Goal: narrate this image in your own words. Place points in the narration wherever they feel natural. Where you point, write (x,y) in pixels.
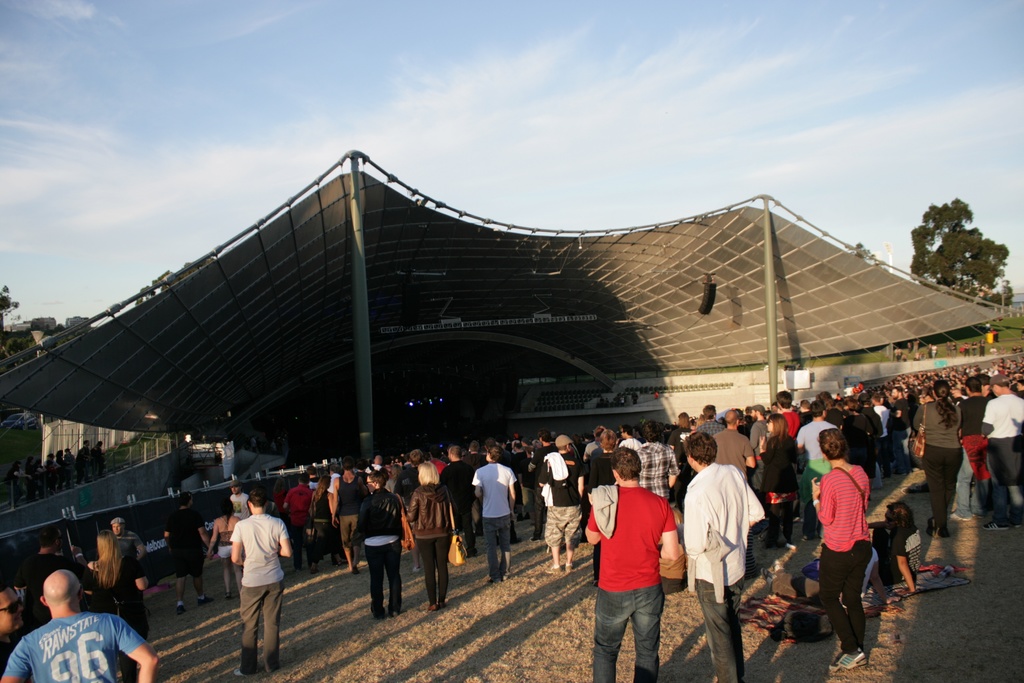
This is an outside view. At the bottom of the image (449,561) I can see a crowd of people (371,520) standing on the ground (381,657). In the middle of the image (404,404) there is a shed (494,318). On the right (952,243) and left side of the image (7,308) there are few trees (959,254). At the top of the image (291,81) I can see the sky (421,72) and clouds (508,110).
